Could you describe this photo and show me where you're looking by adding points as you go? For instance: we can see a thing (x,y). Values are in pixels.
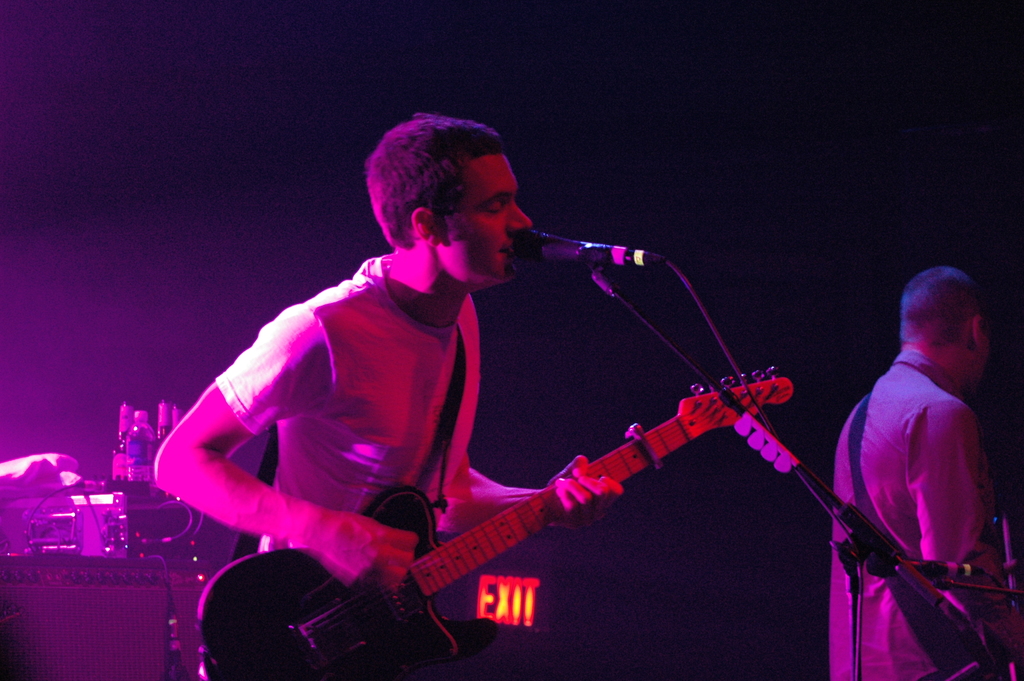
In this picture we can see a man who is standing in front of mike (530,259) and playing guitar (268,665). Here we can see one more person (842,664). On the background (22,577) we can see some musical instruments (156,504). And there is a bottle (129,448).
